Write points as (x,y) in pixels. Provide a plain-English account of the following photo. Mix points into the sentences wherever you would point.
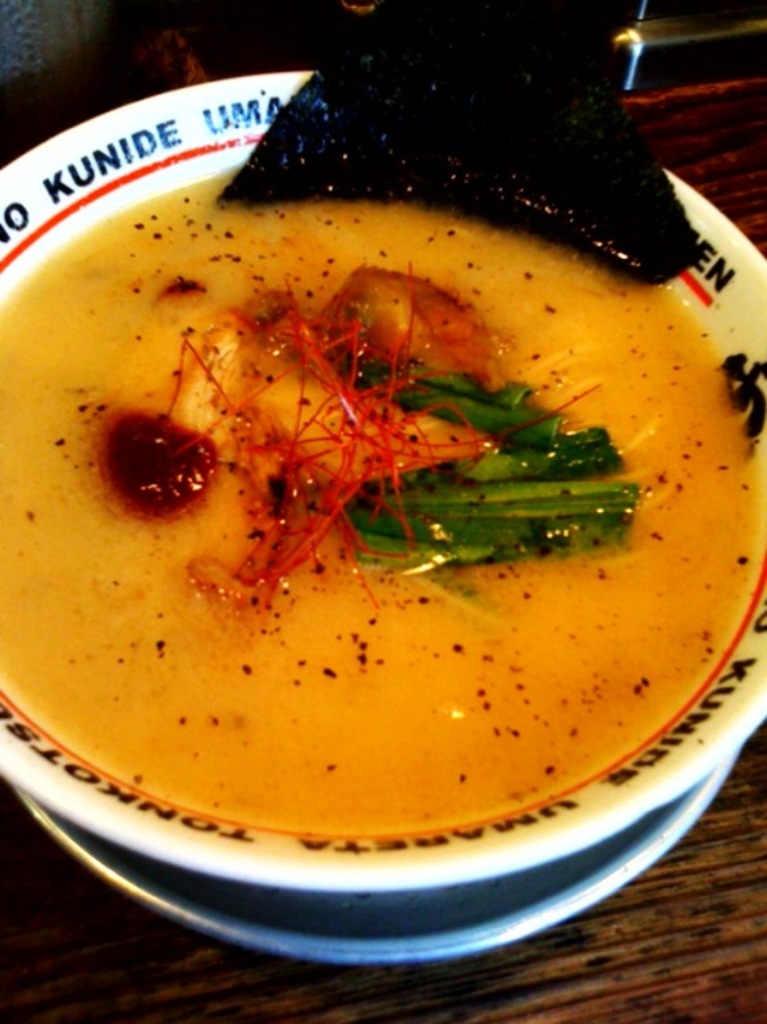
In the center of the image (447,615), we can see food (420,340) on the plate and at the bottom (687,909), there is table (686,899).
